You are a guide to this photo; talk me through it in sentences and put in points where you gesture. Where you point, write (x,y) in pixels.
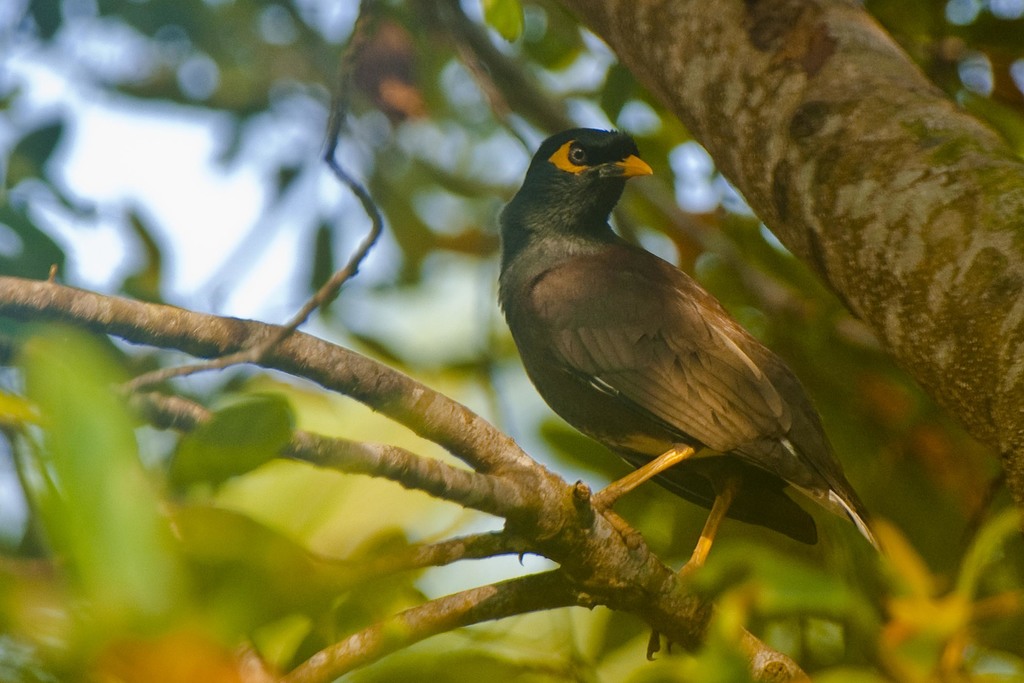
In this image I can see a black color bird (571,383) on a stem (569,528) of a tree (620,566). On the right side (855,213) there is a trunk (863,159). In the background (254,60) few leaves (289,67) are visible.
